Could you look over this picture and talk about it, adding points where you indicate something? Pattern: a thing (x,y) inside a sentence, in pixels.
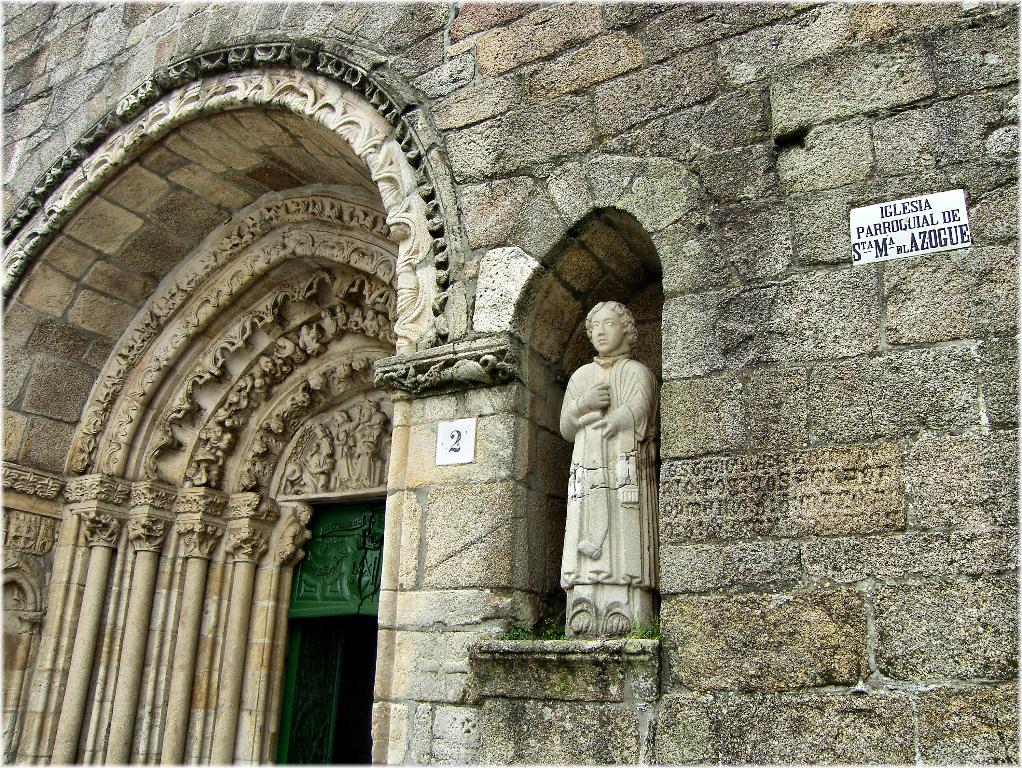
This is an outside view of a building (348,576). In this image we can see a name board (877,244) with some text (924,206) on it, a board (462,458) with a number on a wall (487,497) and a statue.
